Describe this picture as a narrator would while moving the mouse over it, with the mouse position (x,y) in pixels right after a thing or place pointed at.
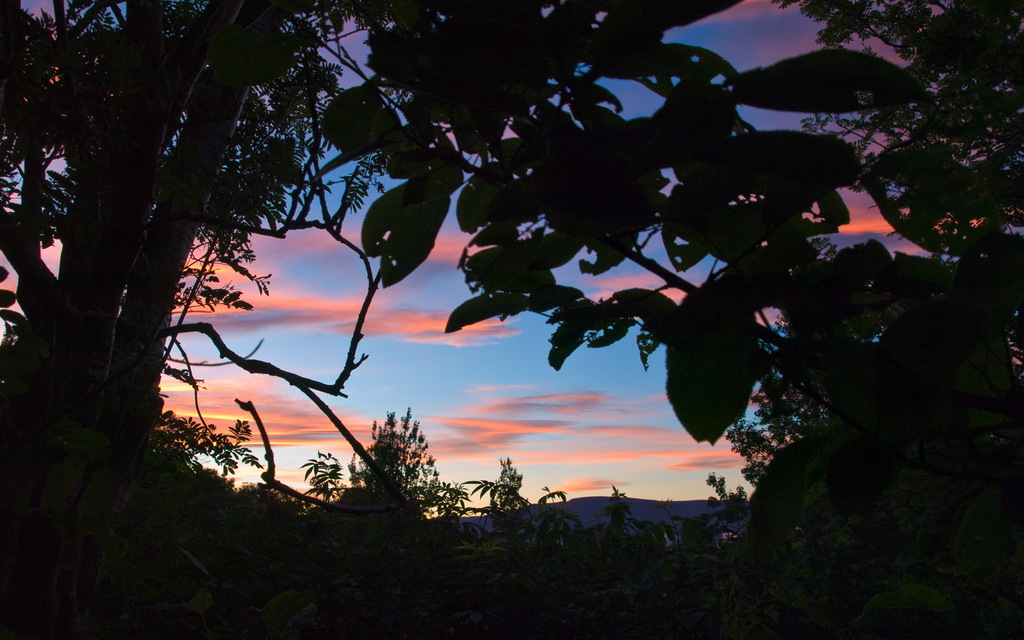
As we can see in the image there are trees (185,494) and on the top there is sky (418,352) and clouds (403,334). The image is little dark.
